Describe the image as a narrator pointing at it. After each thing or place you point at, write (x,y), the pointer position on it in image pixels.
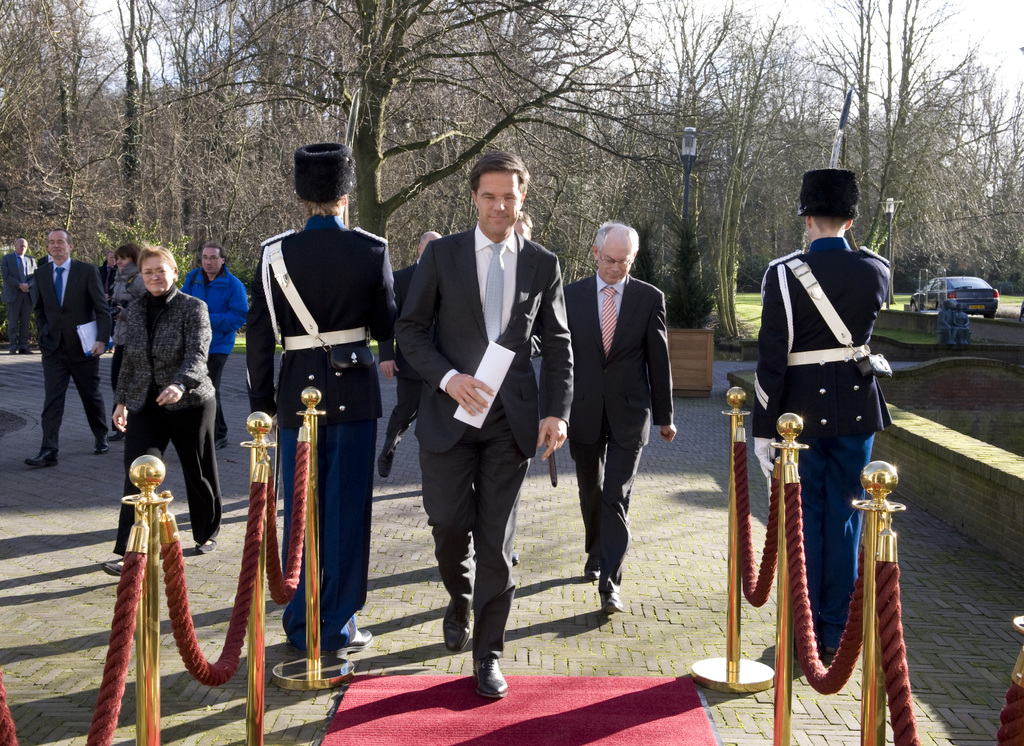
In this picture, we can see a few people (414,408) carrying some objects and we can see some poles (876,687), rope (834,662), mat (425,739), vehicles (921,296), trees (774,200) and some objects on the floor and we can see the sky (841,96).
